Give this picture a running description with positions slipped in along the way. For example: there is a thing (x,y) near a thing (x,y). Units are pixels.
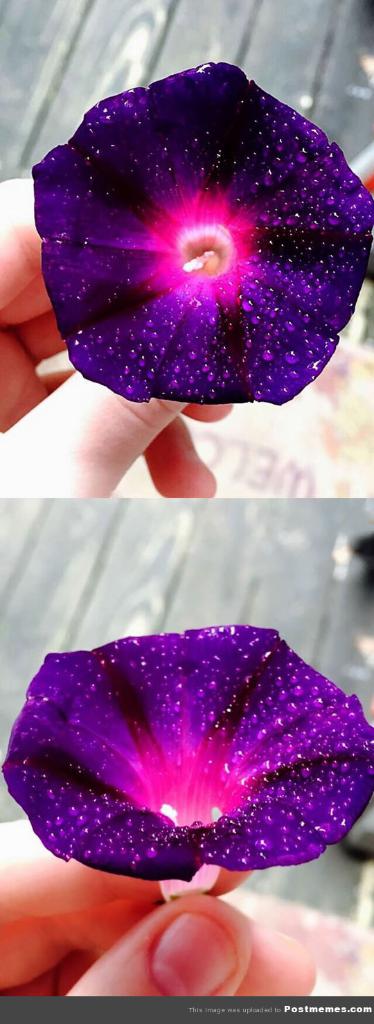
In the image we can see a human hand (122,947) and holding a flower (97,194). The flower (177,360) is purple and pink in color.
